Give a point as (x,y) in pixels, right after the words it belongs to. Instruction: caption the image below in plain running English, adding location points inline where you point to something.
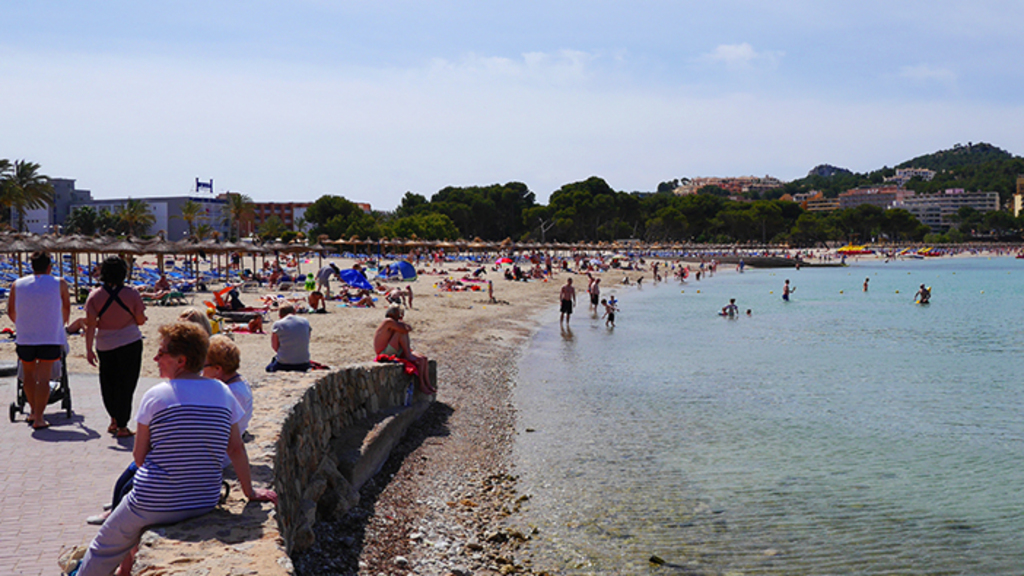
In this image, we can see some people (925,302) in the water (814,347), there are some people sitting and we can see two people (121,388) walking, we can see some homes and there are some green trees (645,217), at the top (746,120) there is a sky (448,42).
